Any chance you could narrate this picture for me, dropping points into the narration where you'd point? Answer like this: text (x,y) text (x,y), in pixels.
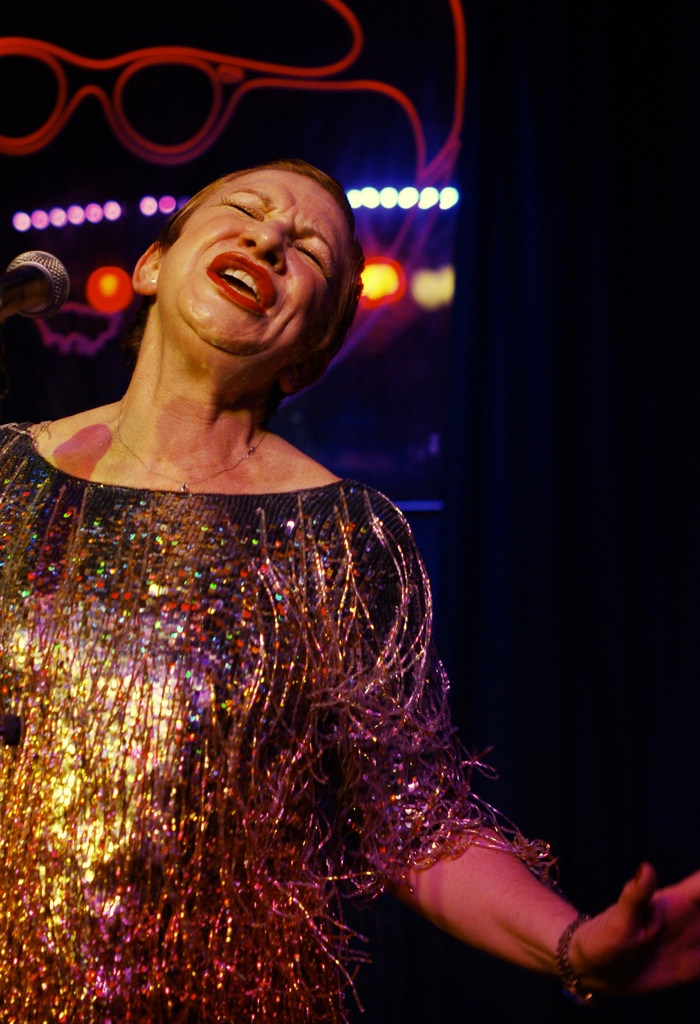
In this image I can see a lady (217,742) standing with weird expression on face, behind her there are so many lights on the wall (243,129).
